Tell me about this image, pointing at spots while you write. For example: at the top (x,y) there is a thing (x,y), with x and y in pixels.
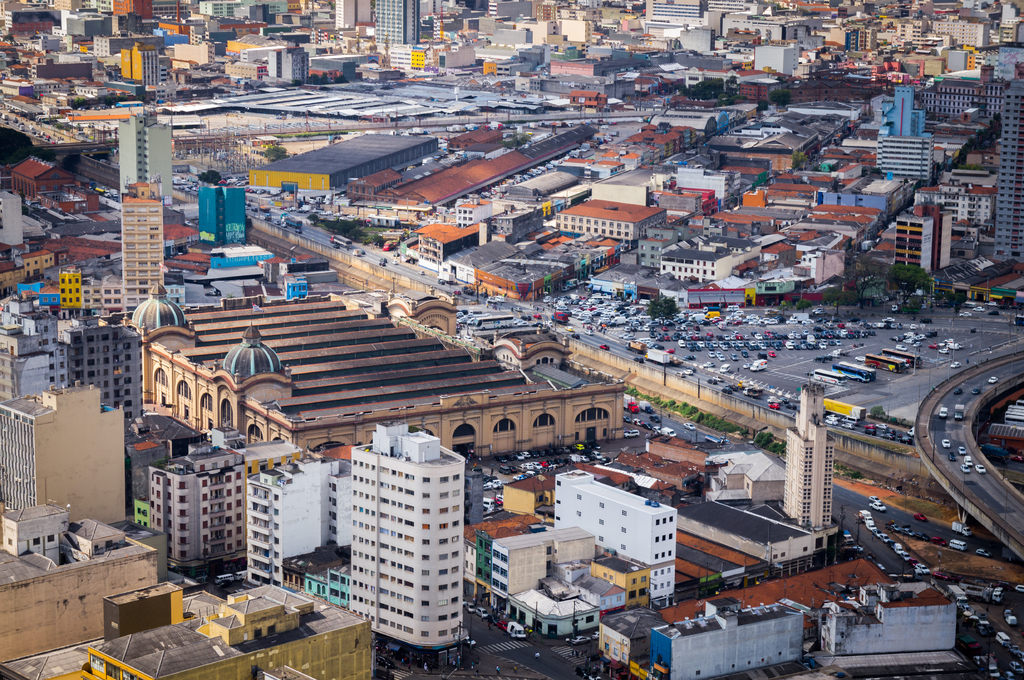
In this image, we can see so many buildings (488,519), houses (126,656), trees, vehicles (1019,415), roads (972,601) and bridges (960,460).
